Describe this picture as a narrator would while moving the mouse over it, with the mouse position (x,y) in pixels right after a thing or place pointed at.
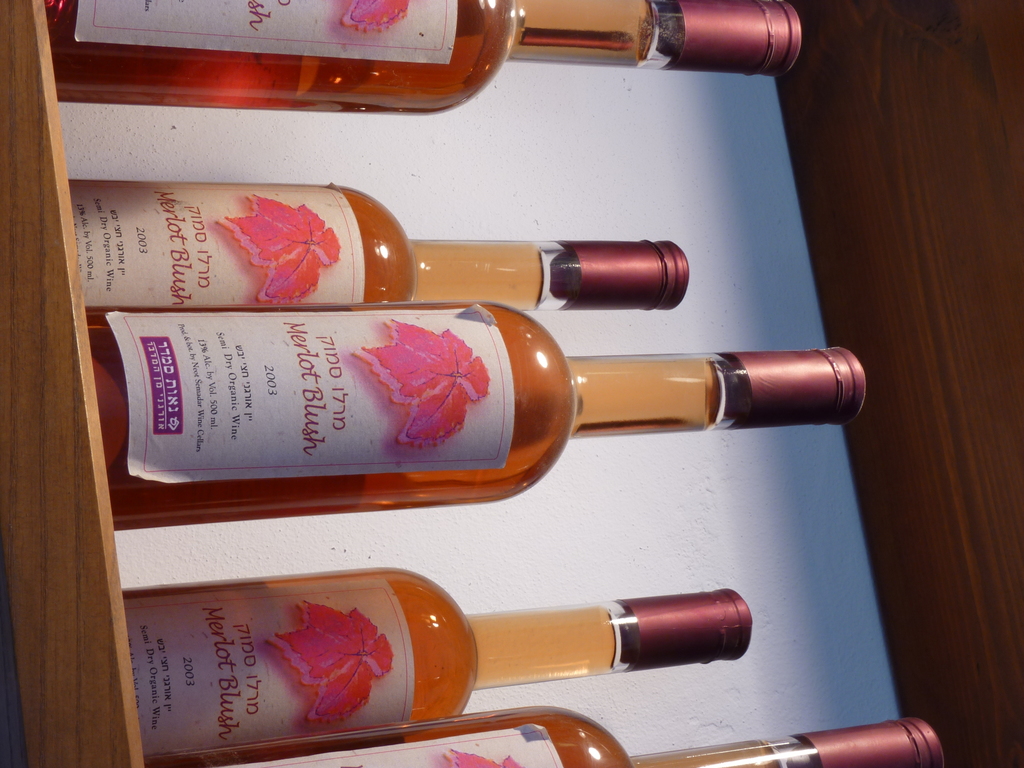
In this image i can see few bottles (255,515) on a shelf (51,552).
